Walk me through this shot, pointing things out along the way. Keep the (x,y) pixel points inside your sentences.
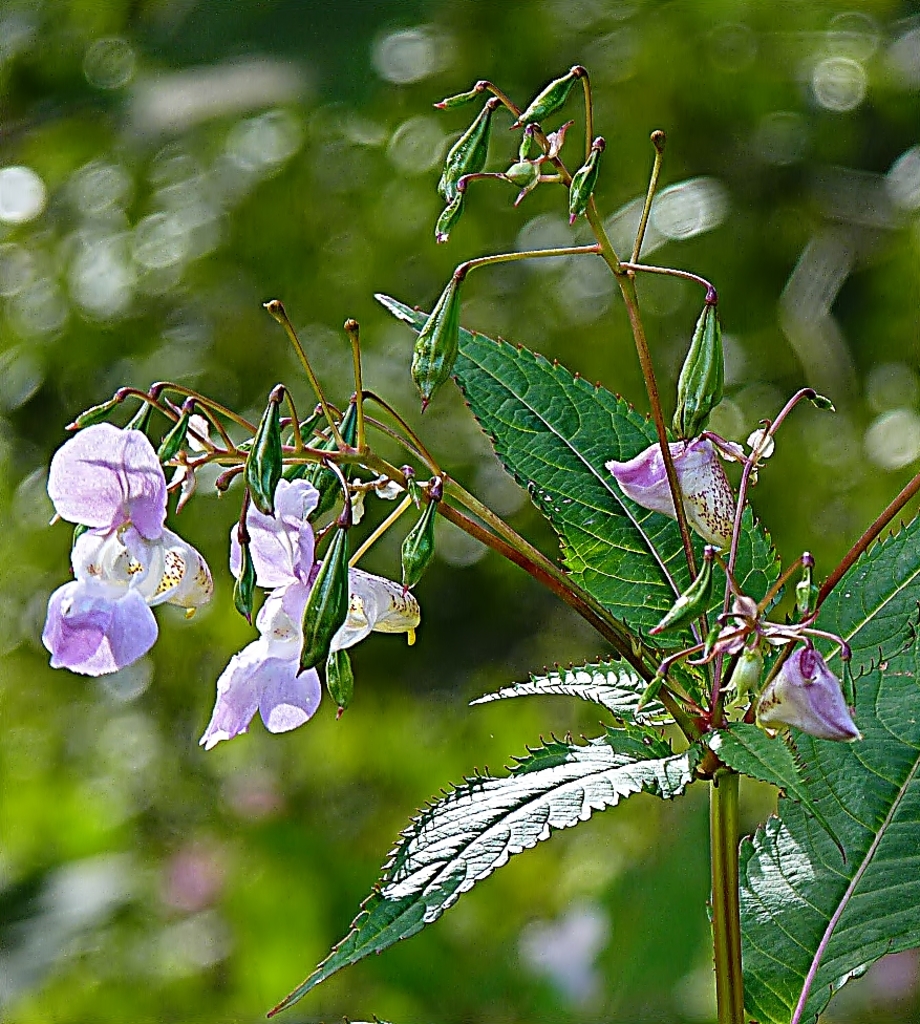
We can see plant (777,581), flowers (232,668), buds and green leaves (866,745). In the background (494,158) it is blur and green.
